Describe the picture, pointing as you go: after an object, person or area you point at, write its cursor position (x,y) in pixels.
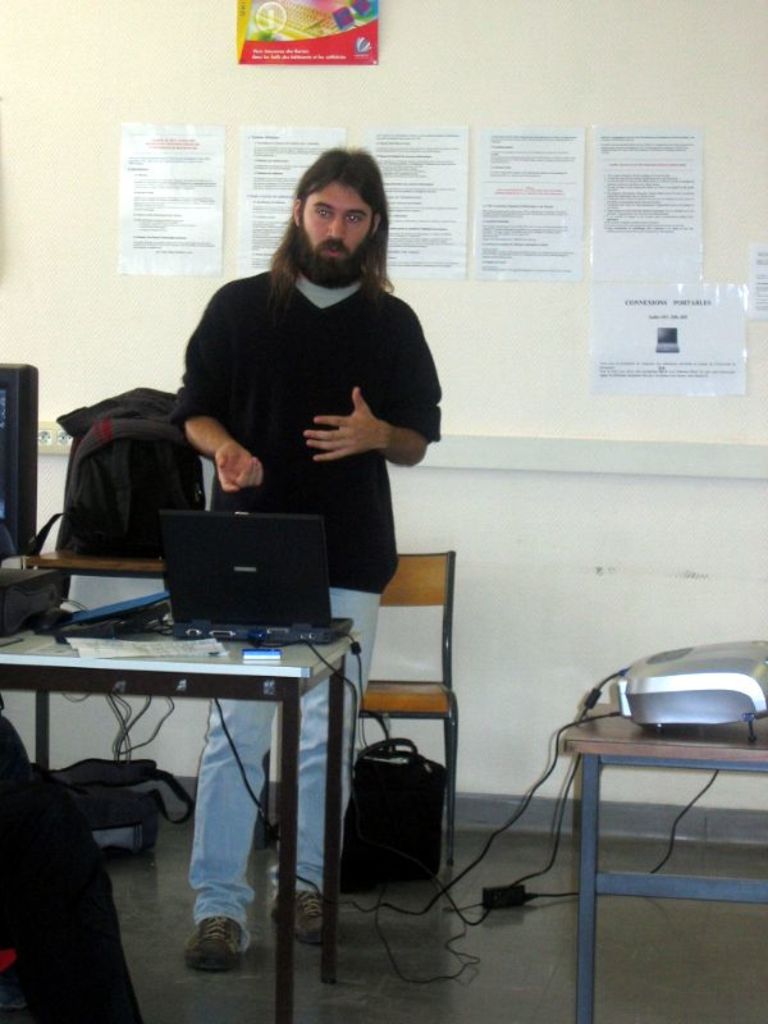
A man (274,471) is standing with a laptop (269,586) in front of him on a table (67,663).
